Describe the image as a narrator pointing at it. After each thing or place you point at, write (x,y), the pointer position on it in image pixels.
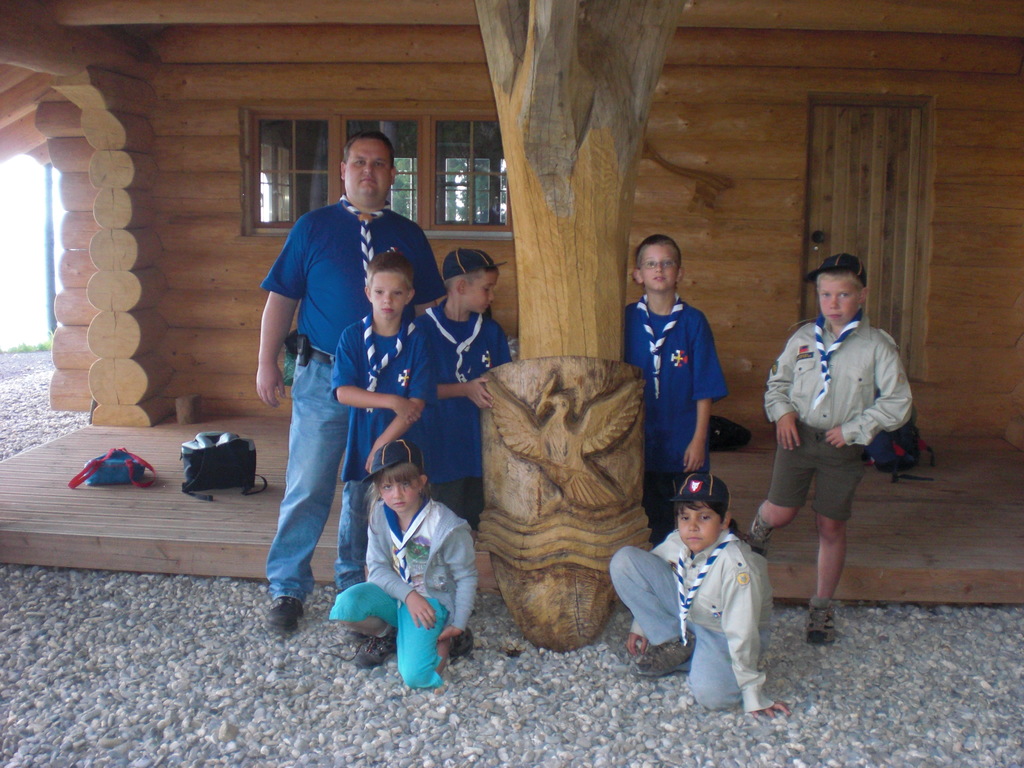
In this image there is a group of people (461,564) in which few of them are wearing caps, there is a wooden building (407,120), some bags (113,453) on the floor (142,450), few stones (83,570), a pole (48,236), few windows (261,205) and a door (826,150).
